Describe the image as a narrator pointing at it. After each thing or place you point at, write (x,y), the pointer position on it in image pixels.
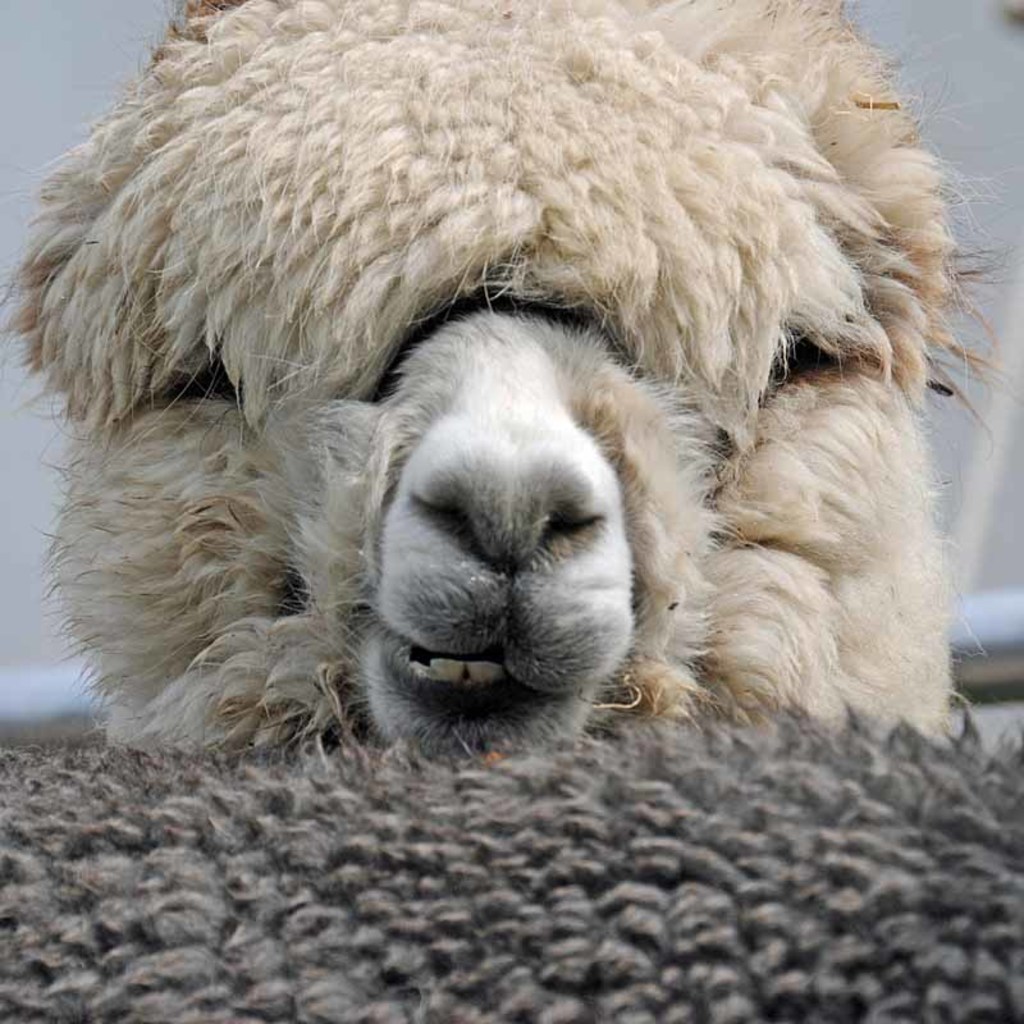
In this image I can see an animal (446,315) which is in white, cream and black color. Background (34,38) is in white color.
